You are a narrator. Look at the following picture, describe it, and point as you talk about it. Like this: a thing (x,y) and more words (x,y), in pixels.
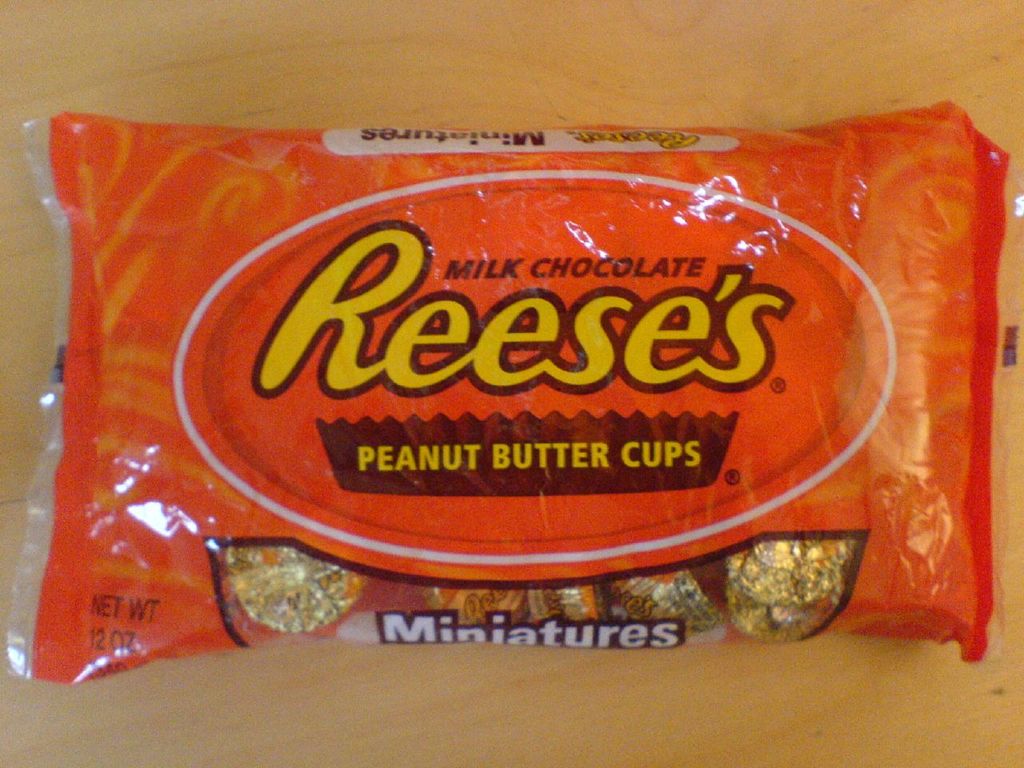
In this image I can see food packet (398,379) on the wooden surface (199,65).
